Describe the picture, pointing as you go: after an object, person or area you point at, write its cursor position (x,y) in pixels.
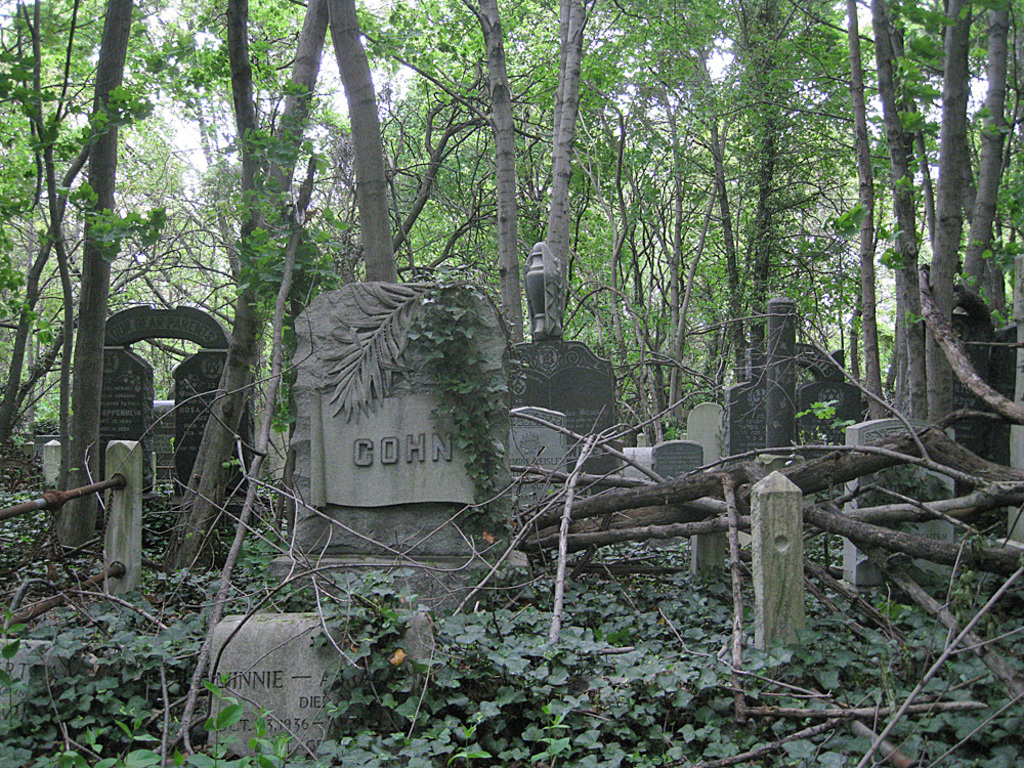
In this picture I can see there is a grave yard (362,490) with few grave stones (268,626) and there are tree trunks (907,543) here and in the backdrop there are few trees (498,176) and the sky (195,35) is clear.
